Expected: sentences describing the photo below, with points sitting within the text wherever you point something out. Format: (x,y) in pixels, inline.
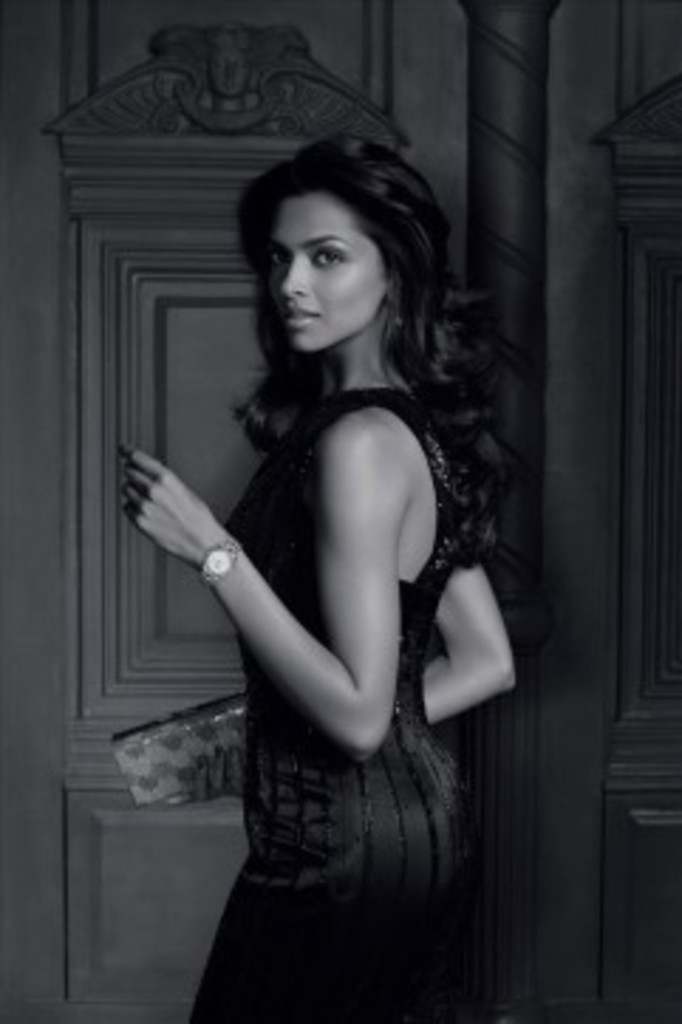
This picture is in black and white where we can see a woman (315,764) wearing dress (455,888) and watch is holding a wallet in her hand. In the background (595,229), I can see a pillar (539,7) and the wall (93,670).
